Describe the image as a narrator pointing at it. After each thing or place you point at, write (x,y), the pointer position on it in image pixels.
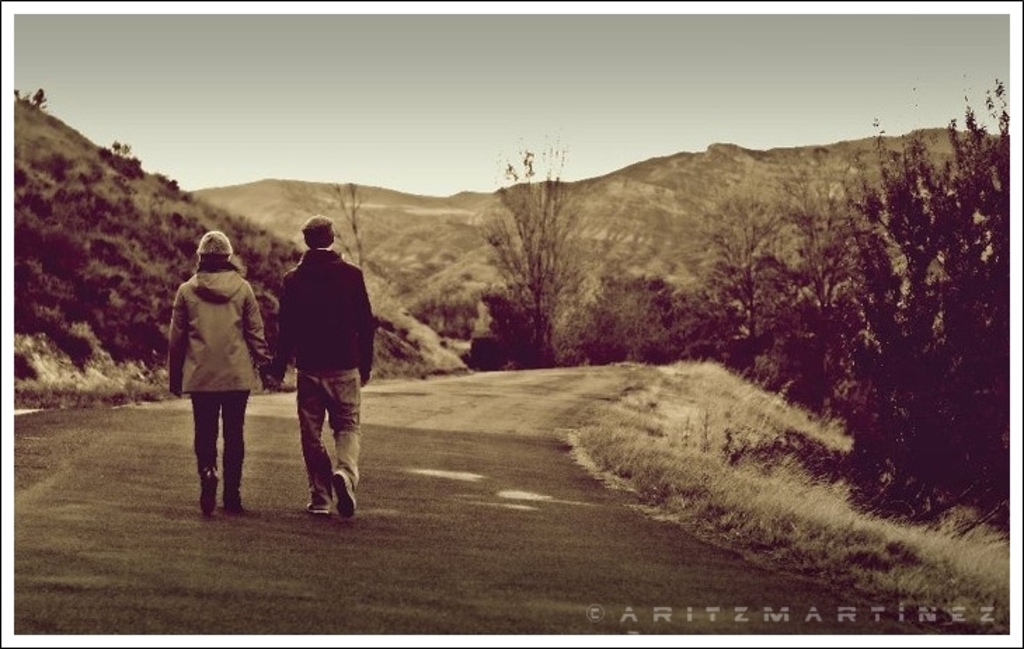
This is black and white image. There are a few people (352,417), trees (532,323), plants (498,299), hills (51,161). We can see the ground (541,613) with some grass (740,499). We can also see some text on the bottom right corner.
